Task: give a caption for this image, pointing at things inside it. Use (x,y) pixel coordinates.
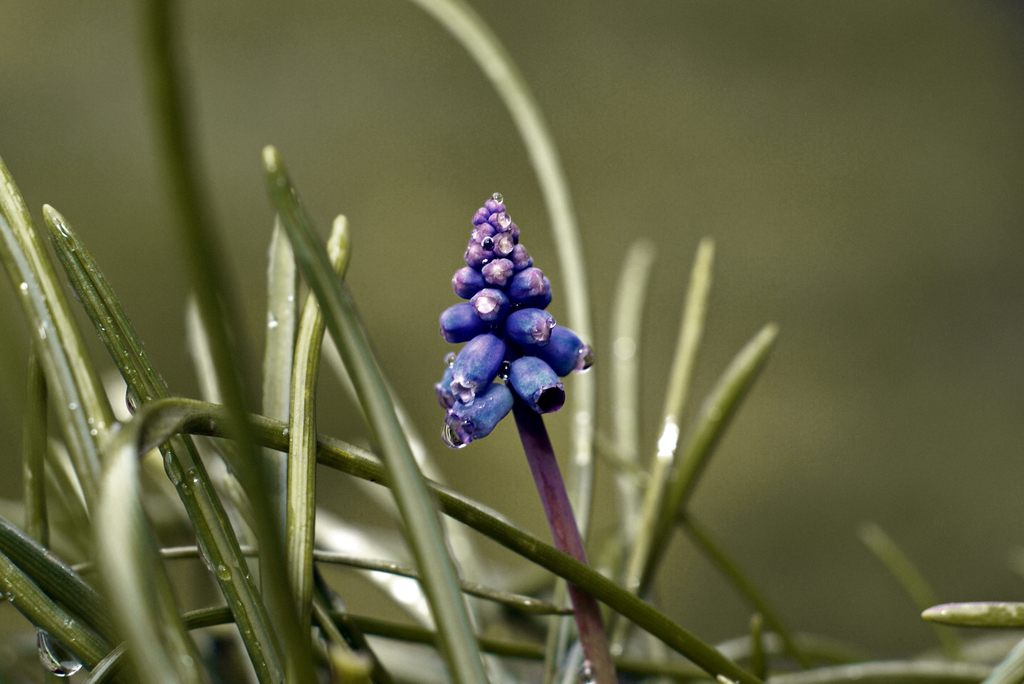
In this picture, it seems like a plant (511,365) and stems (578,418) around it in the foreground (448,406).
